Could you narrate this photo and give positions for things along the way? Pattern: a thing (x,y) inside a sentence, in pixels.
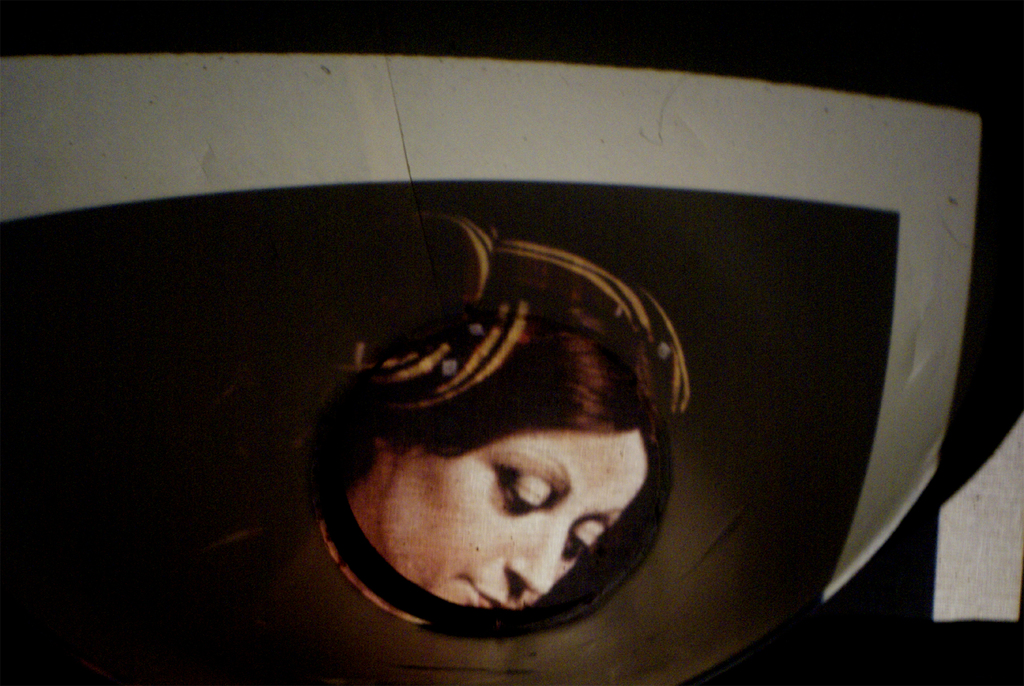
In this image we can see a picture (483,414) of a person (406,492) on a black object (313,419).
